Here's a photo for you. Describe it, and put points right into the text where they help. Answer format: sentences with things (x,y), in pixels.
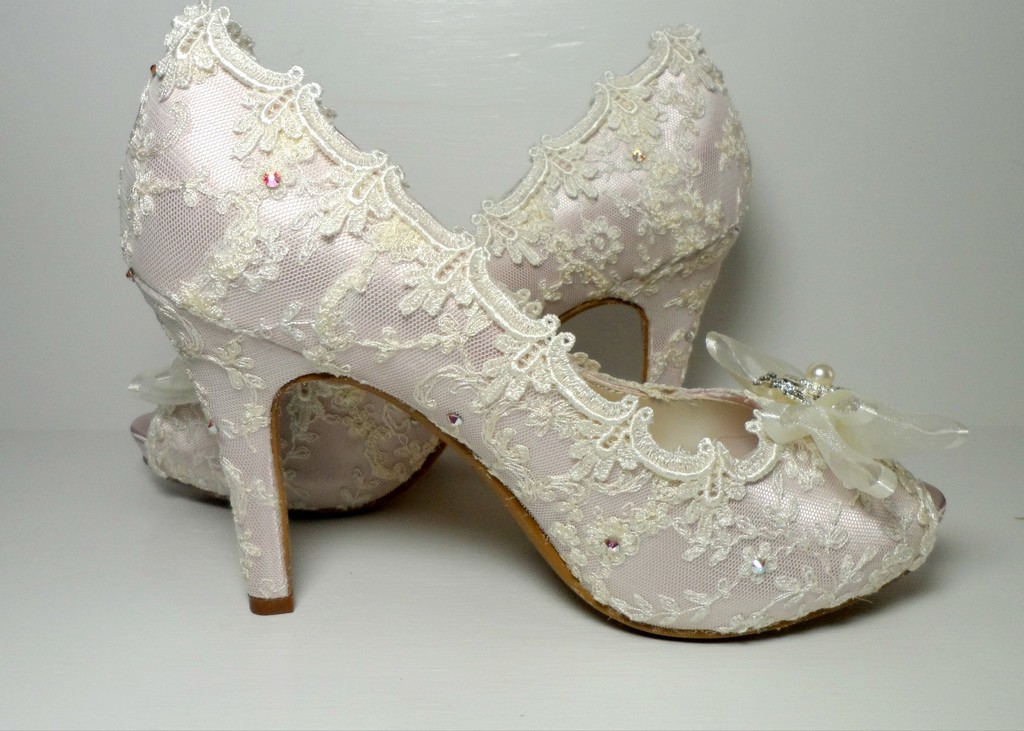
In this image we can see sandals (445,335). At the bottom of the image (393,661) there is white color surface (282,665).
